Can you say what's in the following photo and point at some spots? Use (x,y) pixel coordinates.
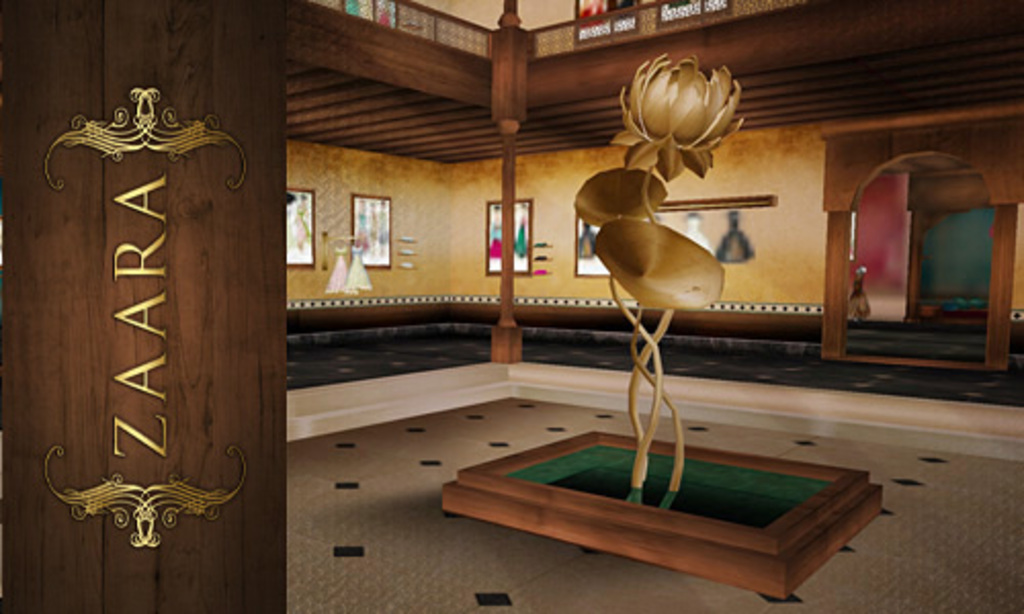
In this image we can see the animated inside of a house (661,319). There is some text (155,271) at the left side of the image (155,240). There are many objects (620,229) in the image. There are few photos (524,239) on the wall (422,226) of the houses (461,230).
